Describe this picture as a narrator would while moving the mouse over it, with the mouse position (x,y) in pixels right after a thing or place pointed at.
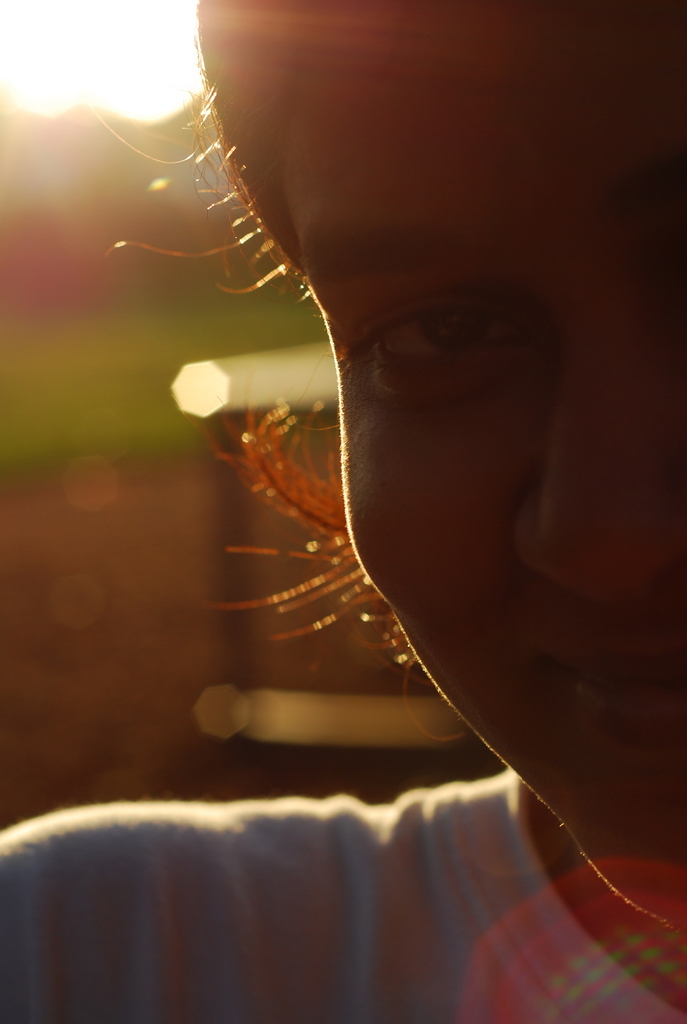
In this image I see a girl (311,142) who is smiling and I see that she is wearing white color t-shirt (465,885) and it is blurred in the background (237,556) and I see the sun (162,108) over here.
